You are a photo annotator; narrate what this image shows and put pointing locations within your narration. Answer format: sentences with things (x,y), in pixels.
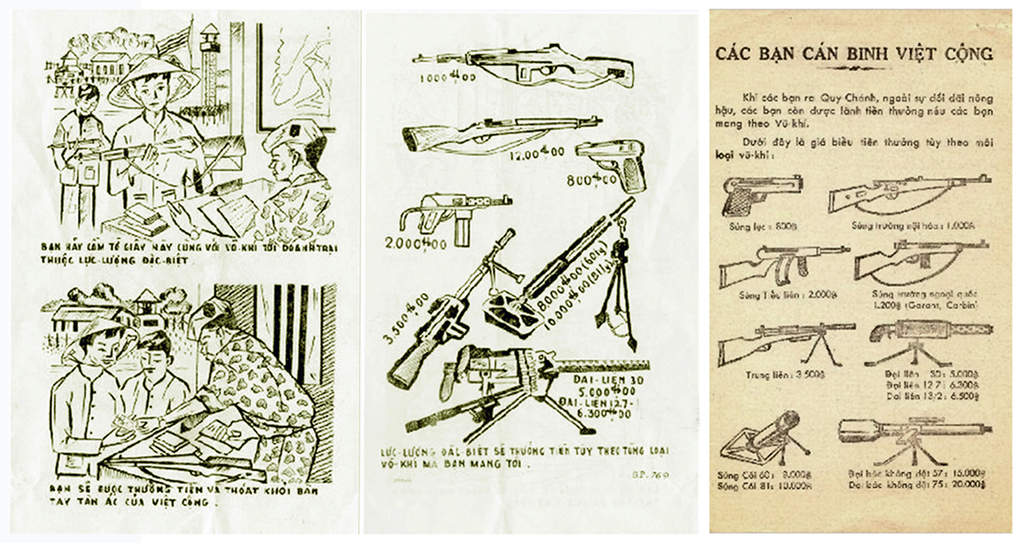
In the picture I can see the collage images. On the left of the picture (127,134) I can see a man (151,118) holding a weapon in his hands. I can see three persons (217,339) on the bottom left side of the picture (91,388). In the middle of the picture (560,273) I can see the weapons (561,255).
